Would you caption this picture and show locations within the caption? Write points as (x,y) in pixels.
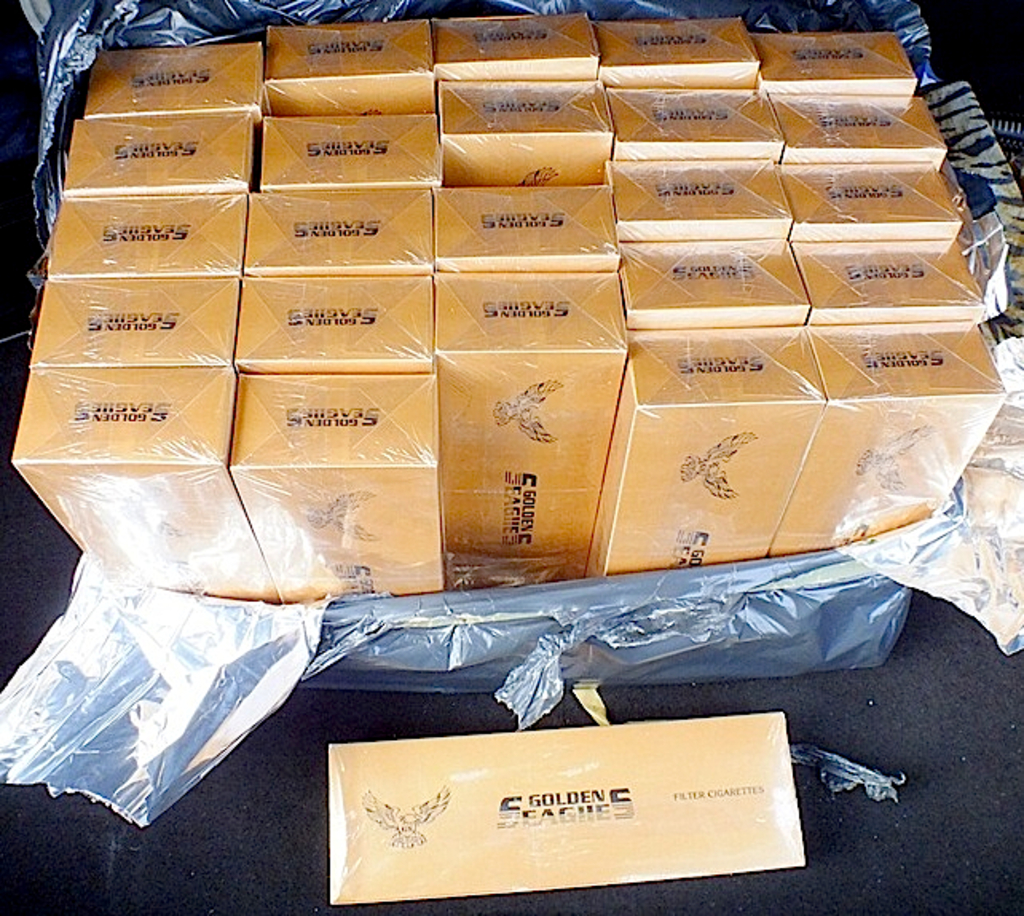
At the bottom of the image (248,860) there is a table (273,875). In the middle of the image (629,606) there are many boxes (306,590) covered with a polythene sheet (668,635) and there is another box (638,776) on the table (838,844).
